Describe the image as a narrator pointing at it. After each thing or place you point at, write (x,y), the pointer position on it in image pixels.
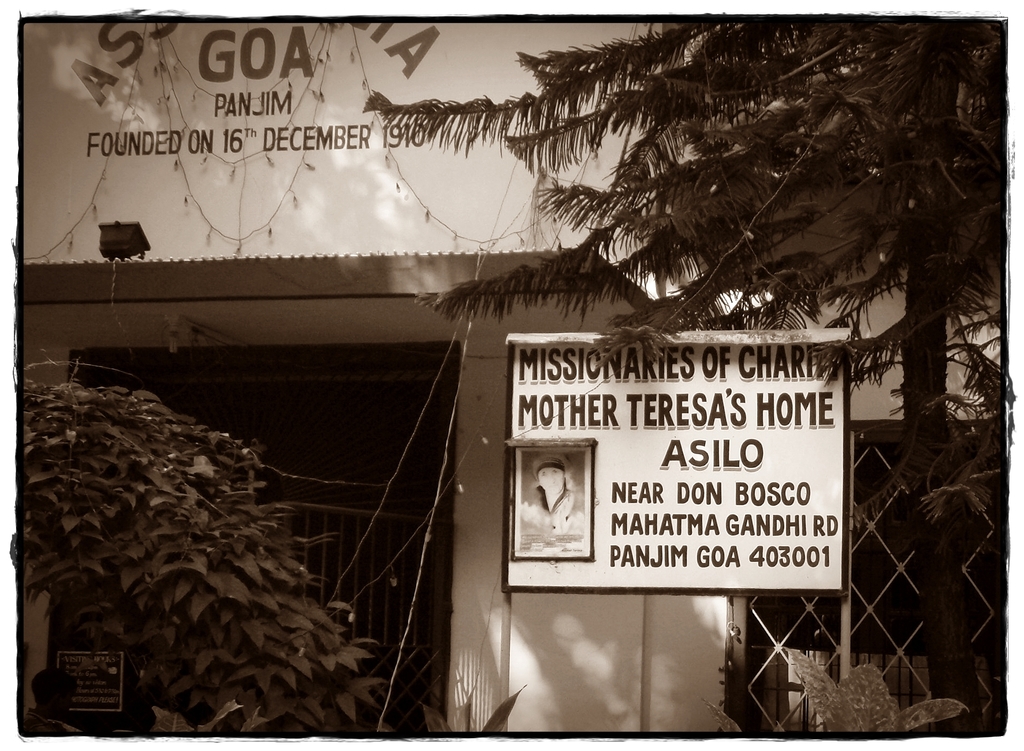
In this picture we can see a board (635,588) and on the board (691,427) we can see a person image (570,498), there is something written on the board (731,465). In the background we can see grills (382,579), a light (105,228) and a board (485,229). On the left (207,573) and right side of the picture (950,340) we can see trees (246,489). In the bottom left corner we can see a person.
